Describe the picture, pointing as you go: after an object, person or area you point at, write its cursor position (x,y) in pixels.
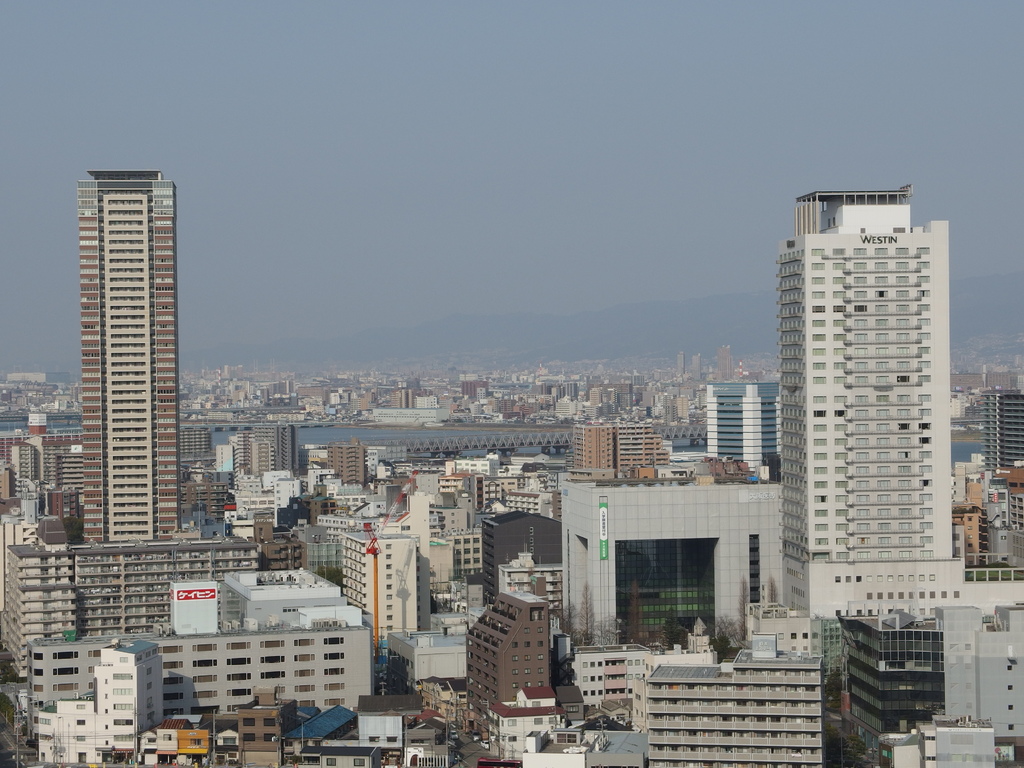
There are skyscrapers (985,418) in the foreground area of the image (787,564) and the sky (374,189) in the background (565,297).
